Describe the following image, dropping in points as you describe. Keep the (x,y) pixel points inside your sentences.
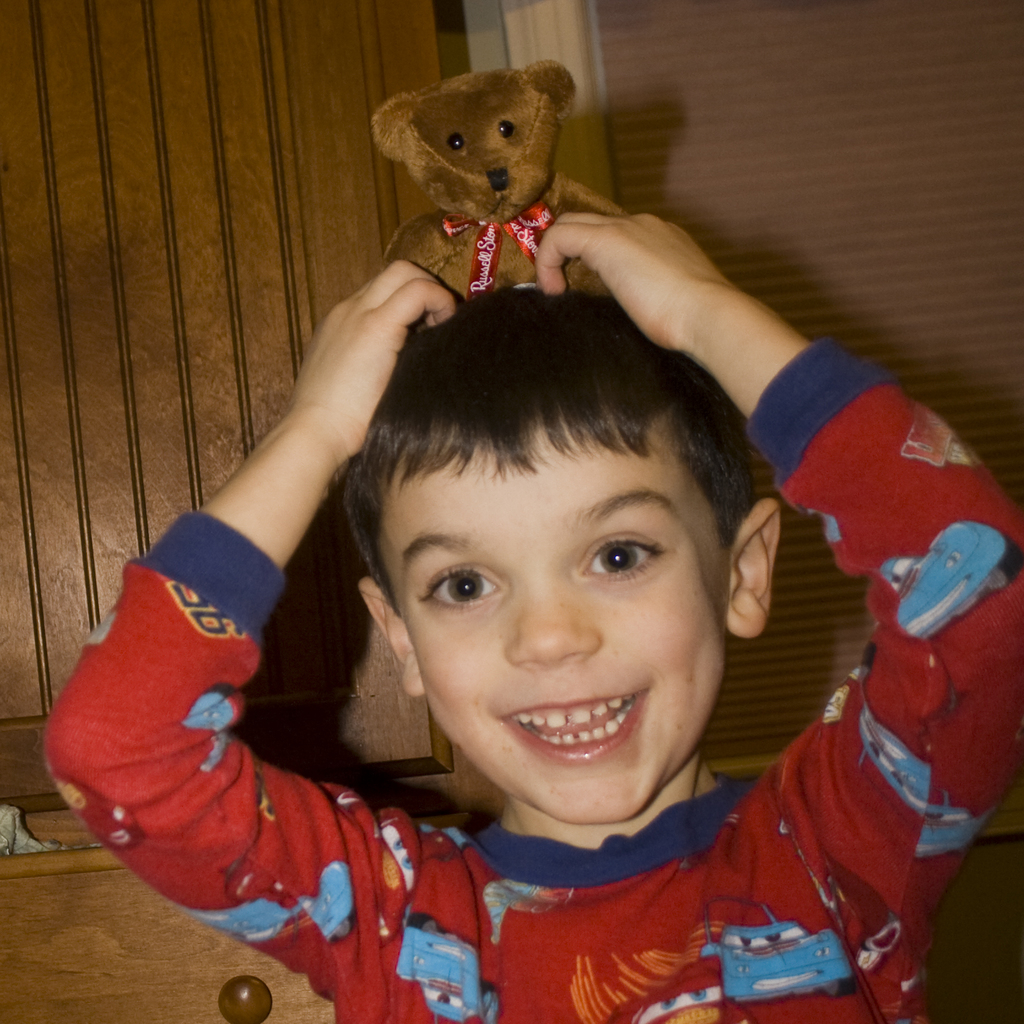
In this image I can see the person (563,690) holding the toy (494,240) which is in brown color. The person (365,891) is wearing the colorful t-shirt (388,930). In the back (204,292) I can see the brown color door (189,258) and the window blind (814,250).
